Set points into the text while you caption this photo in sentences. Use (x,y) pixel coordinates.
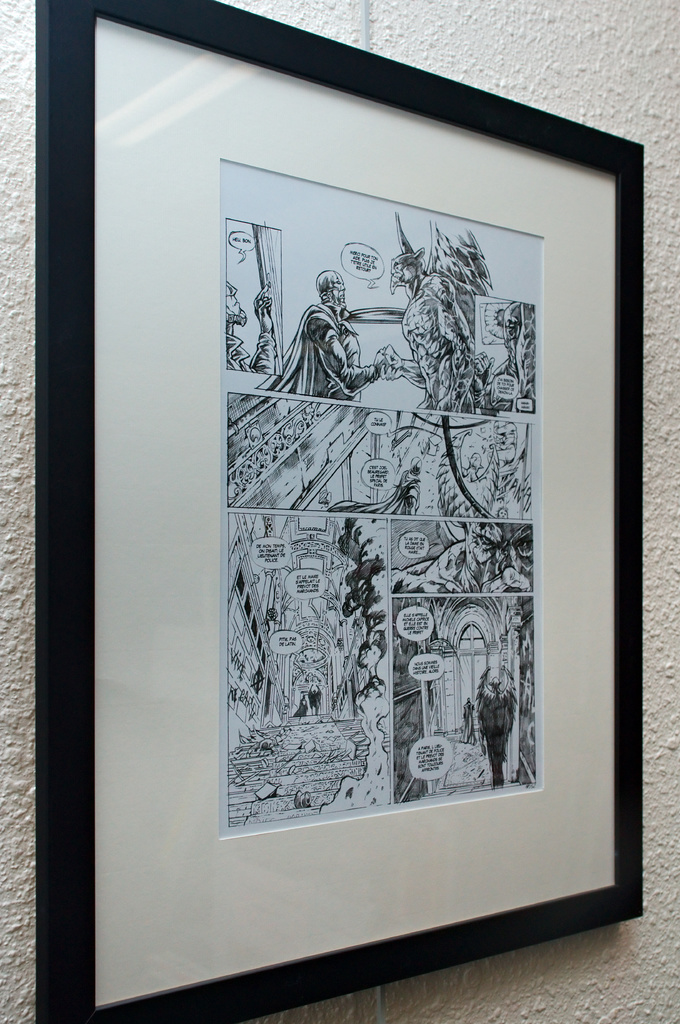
In this picture I can observe photo frame (436,169) on the wall (25,261) in the middle of the picture (344,670). There are sketches (322,625) in the photo frame (352,460).
